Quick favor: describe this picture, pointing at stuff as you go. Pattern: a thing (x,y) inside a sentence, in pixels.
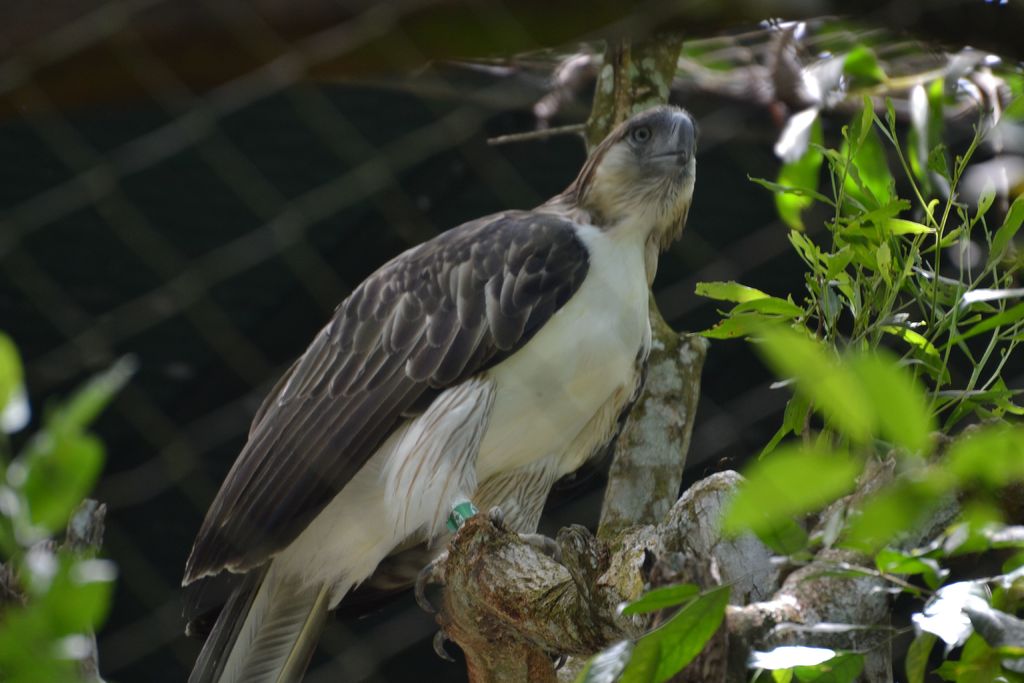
In this image there is a bird (668,111) on the bark (585,578) of a tree (719,472) in the foreground (655,114). There are leaves (19,373) in the left (7,379) and right corner (892,423). And there is a mesh (47,105) in the background (194,297).
